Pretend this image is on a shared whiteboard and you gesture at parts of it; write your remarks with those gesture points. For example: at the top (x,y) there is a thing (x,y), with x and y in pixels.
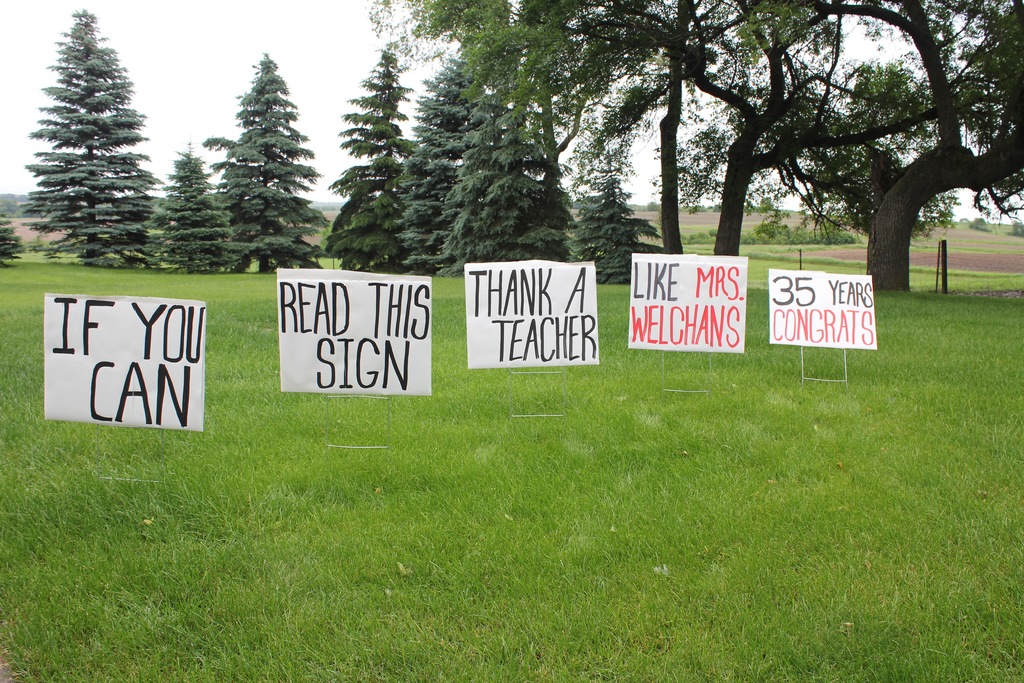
In this image I can see grass ground (932,336), few white colour boards (155,325), number of trees (510,41) and on these boards (73,381) I can see something is written.
